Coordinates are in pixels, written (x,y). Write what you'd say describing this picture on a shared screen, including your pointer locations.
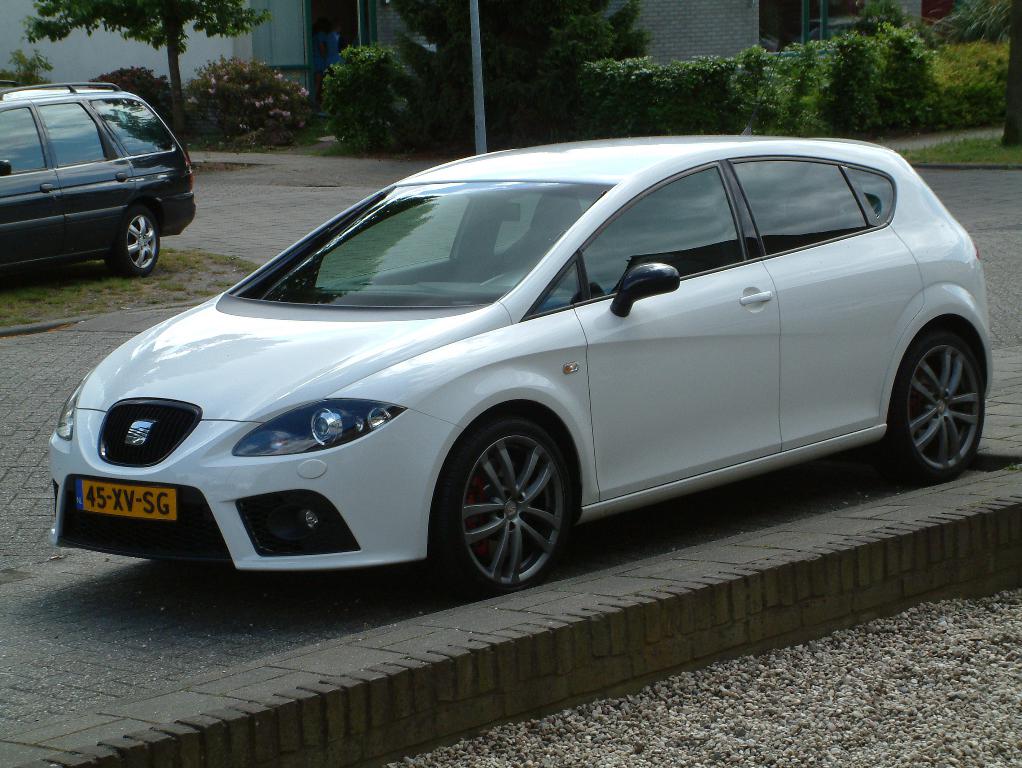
In the center of the image (517,428) there is a car (395,446) on the road (124,587). On the left side of the image (48,222) there is a car (120,178) and tree (165,35). In the background (458,149) there is a building (720,41), trees (551,64), plants (594,83) and pole (478,93).
